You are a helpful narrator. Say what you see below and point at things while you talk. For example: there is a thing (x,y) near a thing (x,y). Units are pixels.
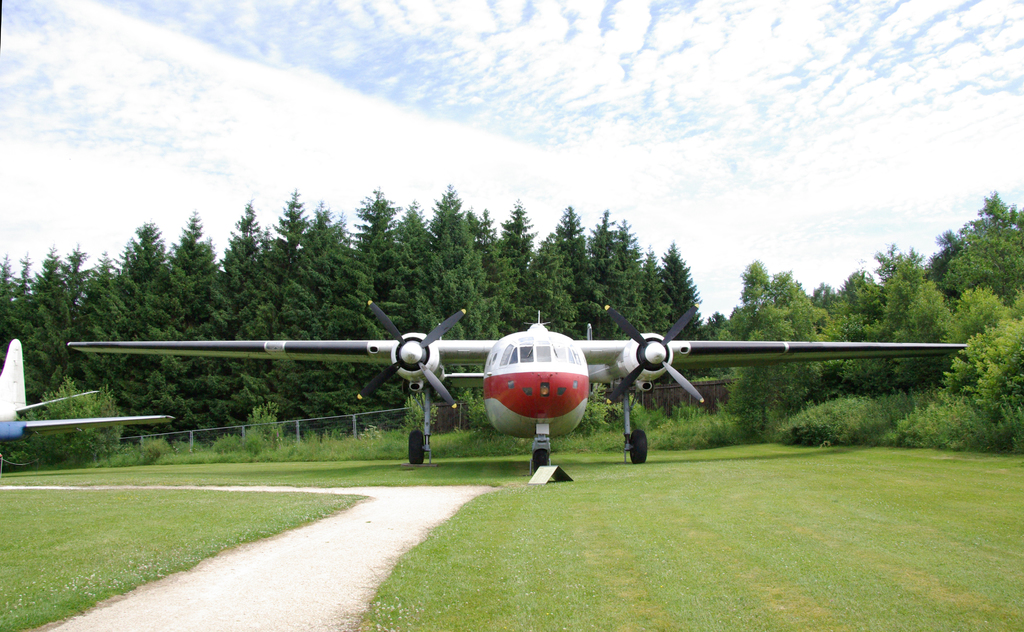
This is an outside view. At the bottom (332,555) there is a path (316,555), on both sides I can see the grass (466,550). In the middle of the image (445,392) there are two airplanes (521,387) on the ground (660,465). In the background (473,291) there are many trees (334,308). At the top of the image (305,61) I can see the sky (355,132) and clouds (374,141).
